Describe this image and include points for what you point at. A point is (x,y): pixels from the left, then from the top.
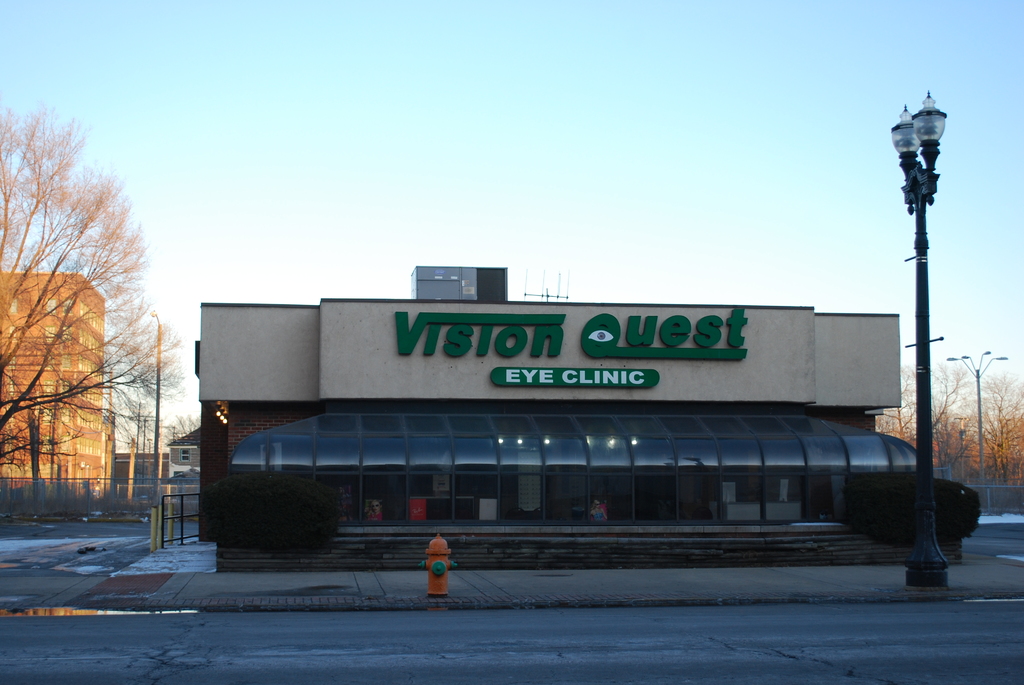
In this picture I can see buildings (415,407), street lights (977,403) and a road (466,617). I can also see a fire hydrant (441,566) and a fence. In the background (153,322) I can see trees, poles (976,362) and the sky (377,242). Here I can see a fence (180,513).
